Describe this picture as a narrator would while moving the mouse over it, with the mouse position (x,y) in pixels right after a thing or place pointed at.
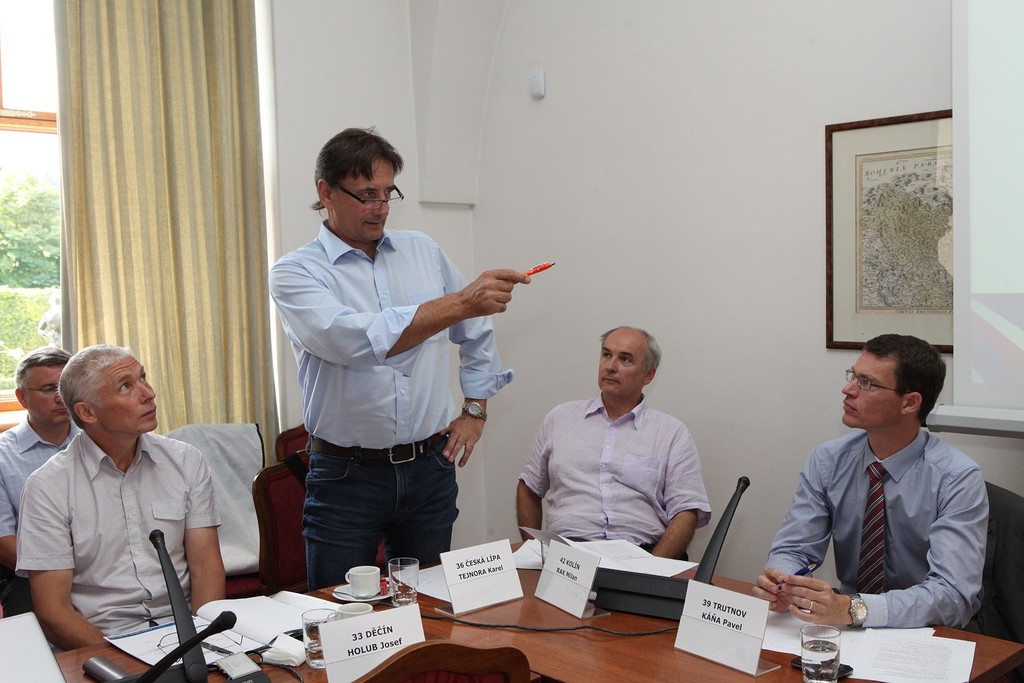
In this picture we can see a man (411,434) standing in the front (366,356) wearing a blue shirt (402,379) and pointing someone (551,452). Beside there are some men (654,517) sitting on the chair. In the front (453,616) we can see the table (791,664) with some tea cups (360,590) and papers (843,635). Behind there is a white wall (774,205) with hanging photo frame (840,189) and curtain (202,330).
